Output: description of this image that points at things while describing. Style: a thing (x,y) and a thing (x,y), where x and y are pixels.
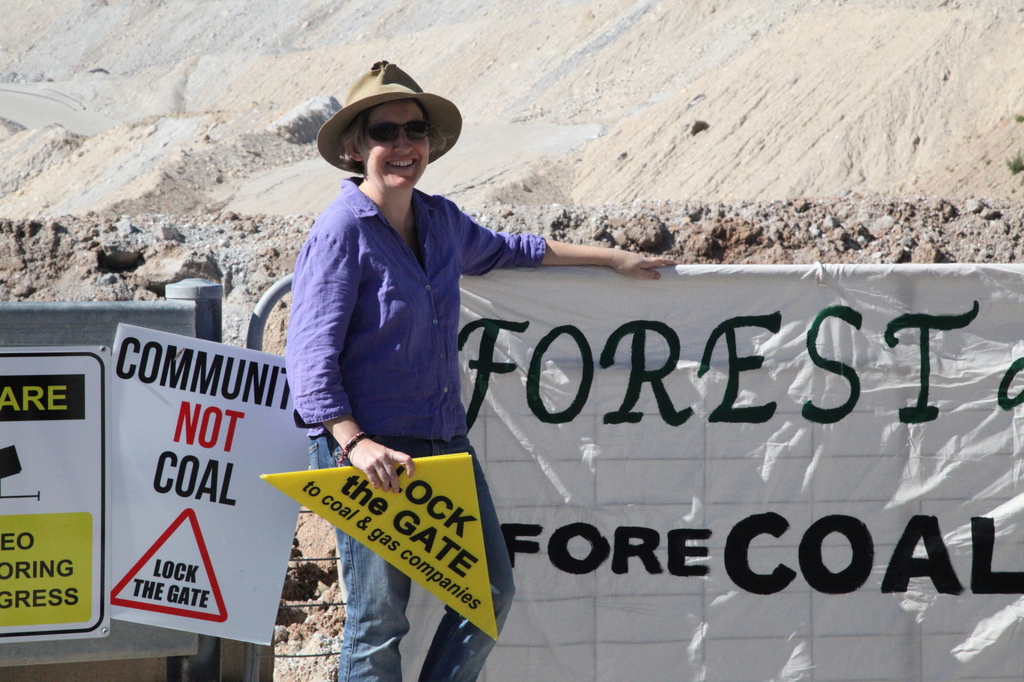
In this image I can see a person (410,243) standing and smiling. She is wearing a hat (407,86) and goggles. She is holding a yellow board (410,513). There is a banner (549,552) and there are mountains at the back (230,20).
